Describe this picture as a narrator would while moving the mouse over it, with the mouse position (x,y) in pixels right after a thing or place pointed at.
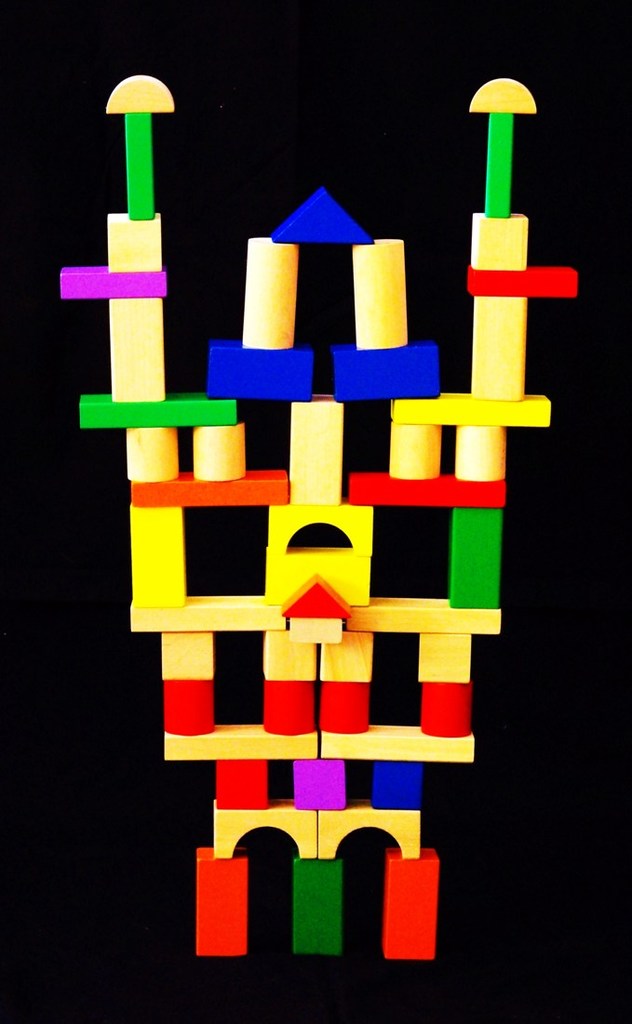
In this picture we can see a building (202,931) made with blocks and in the background (535,538) it is dark.
